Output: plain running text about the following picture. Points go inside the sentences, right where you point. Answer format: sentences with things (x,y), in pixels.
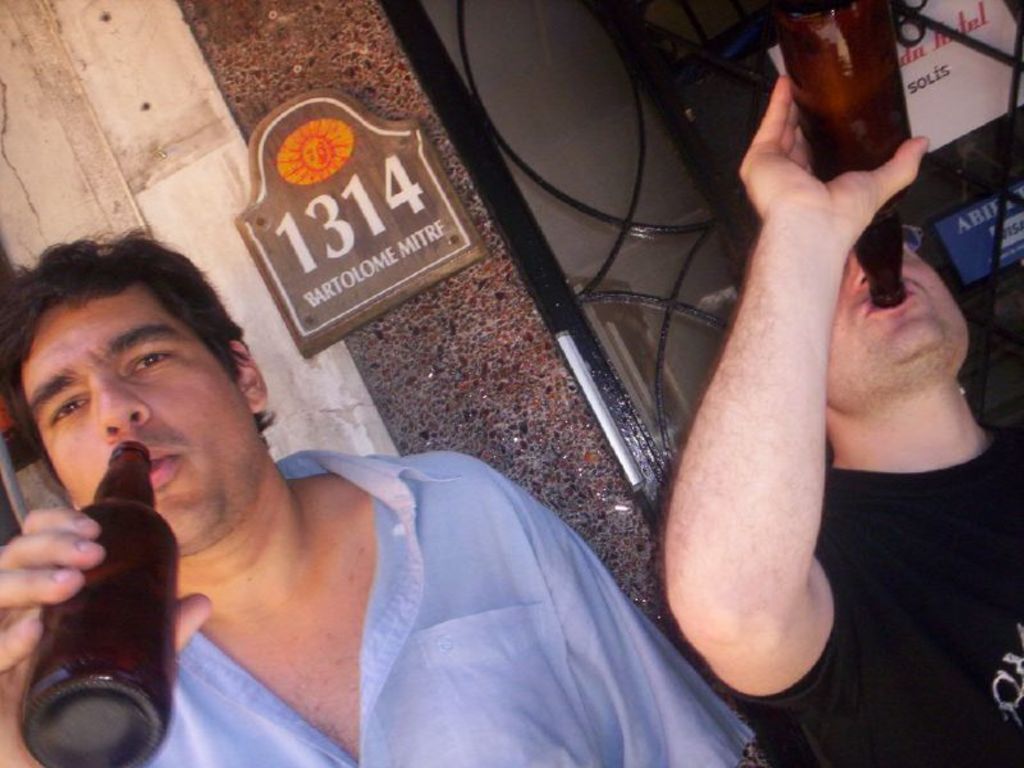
In the image we can see there are men (881,588) who are standing and holding beer bottles (862,18) in their hand (806,169).
